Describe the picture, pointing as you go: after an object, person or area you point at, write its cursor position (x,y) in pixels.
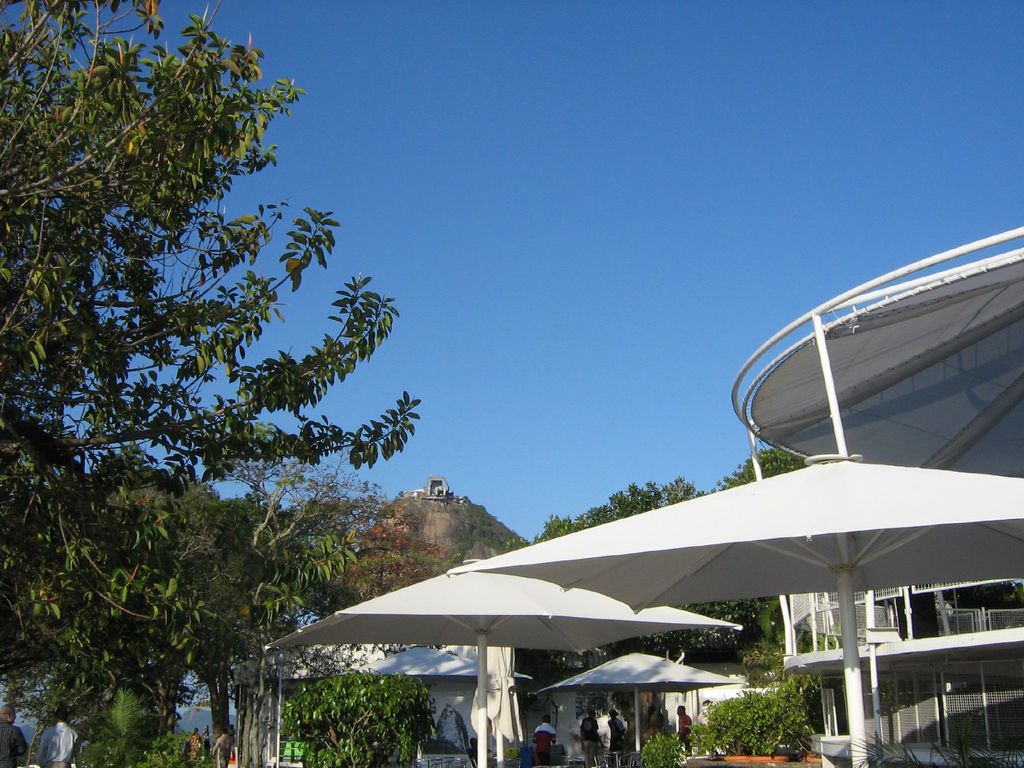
At the bottom of the image (498,701) there are poles (840,565) with roofs (635,522). And also there are many trees (131,747) and plants (181,767). In the background (479,528) there is a hill (450,530). And there are few people (538,732) in the background (542,753). On the right side of the image (930,612) there is a building (874,321) with roof (911,365), rods (954,259), railings (961,622) and mesh (912,737).
